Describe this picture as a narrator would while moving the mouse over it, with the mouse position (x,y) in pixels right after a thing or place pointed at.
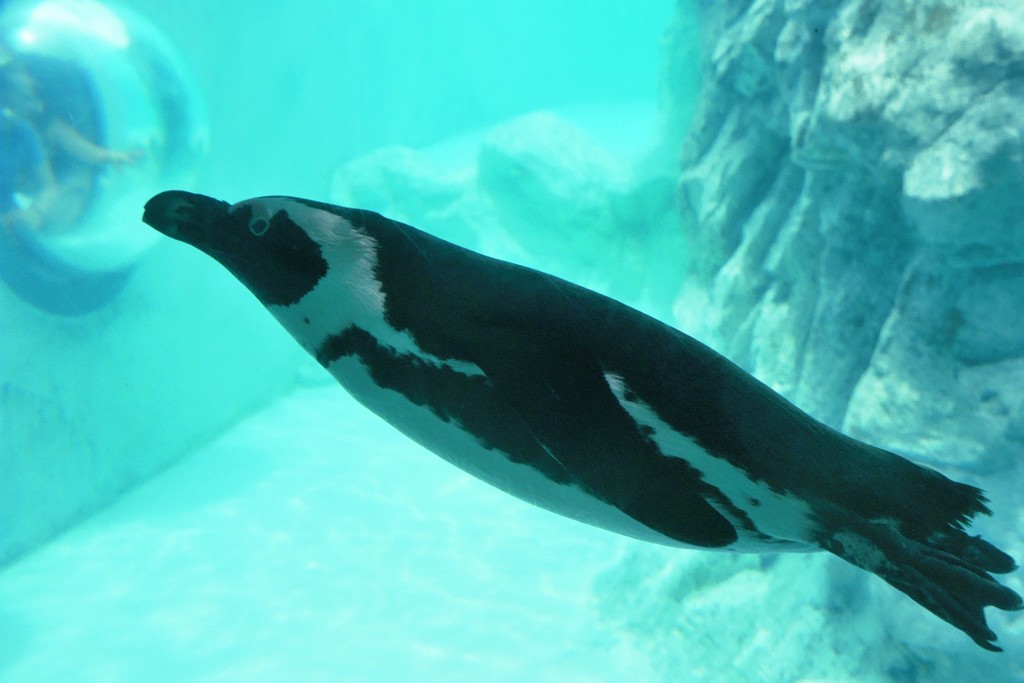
There is an animal (451,411) in the water (231,542). In the background (612,197) there is rock (888,157).
